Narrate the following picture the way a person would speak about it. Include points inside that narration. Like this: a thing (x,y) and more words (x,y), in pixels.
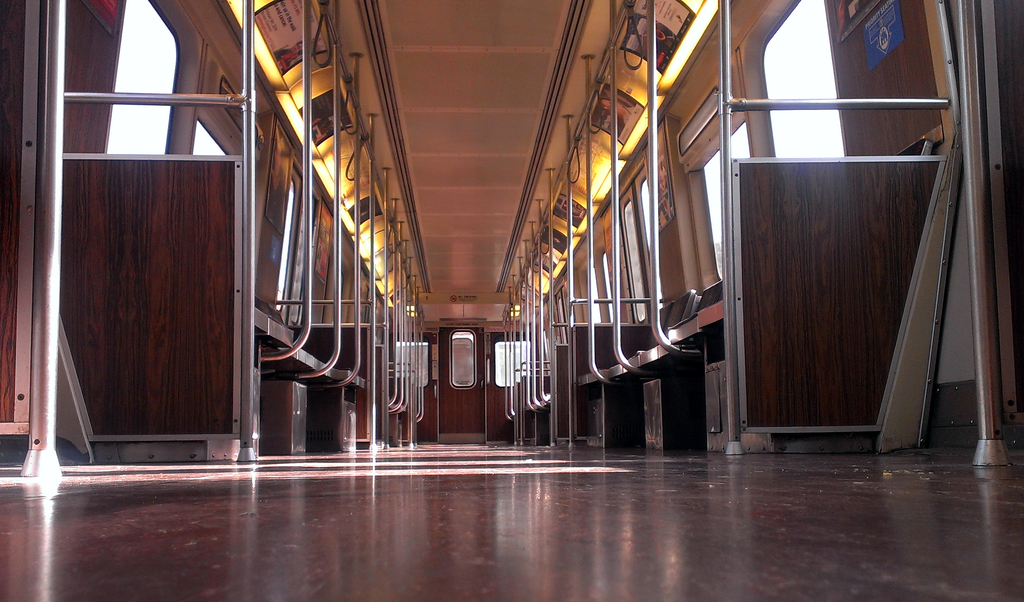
This image is taken in a train (337,522). At the bottom of the image (142,533) there is a floor (631,498). In the middle of the image (372,362) there are a few seats (640,360) and pole (613,247). At the top of the image (442,137) there is a roof (460,153). In the middle of the image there are a few windows (631,238).
